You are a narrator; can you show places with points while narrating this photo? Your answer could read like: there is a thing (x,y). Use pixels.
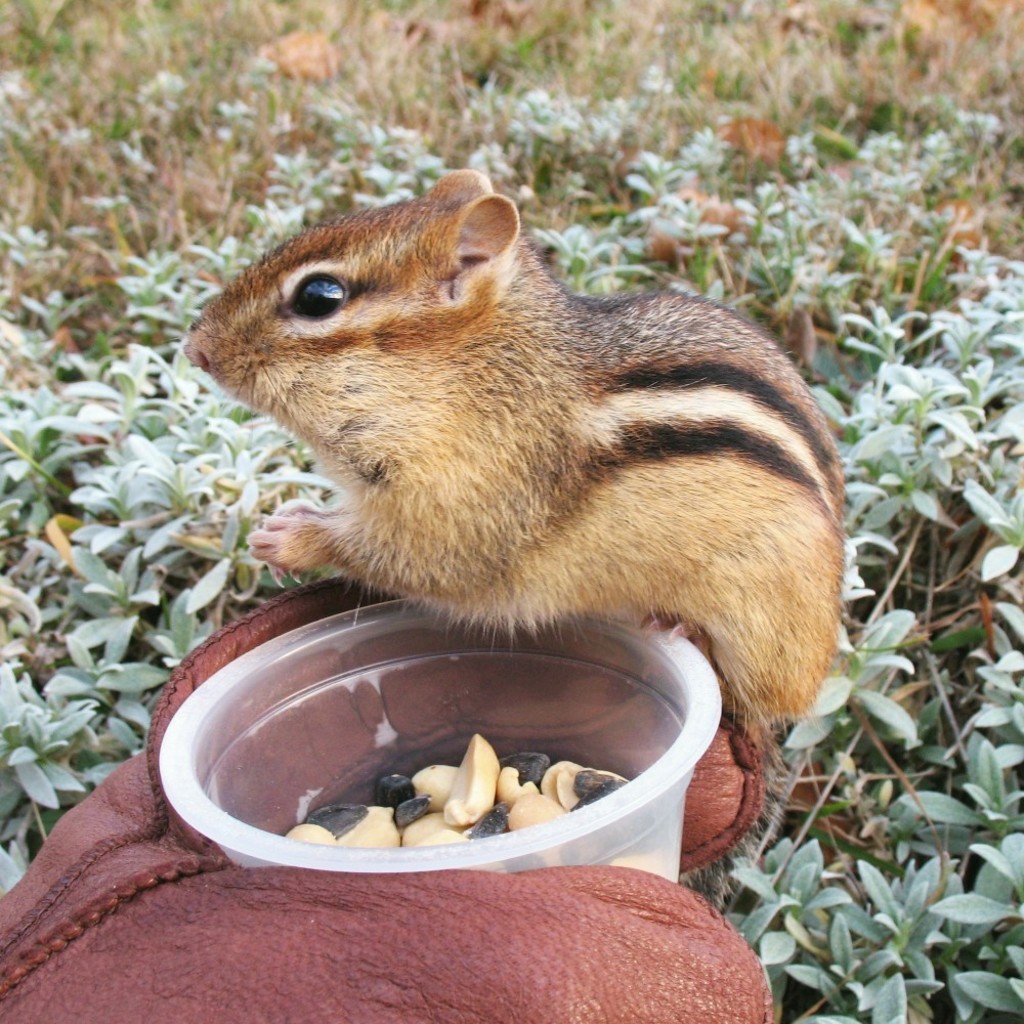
In this image I can see a squirrel (639,483) and there are nuts (476,784) in a plastic bowl (221,808). At the back side (112,761) there are plants (387,176).
